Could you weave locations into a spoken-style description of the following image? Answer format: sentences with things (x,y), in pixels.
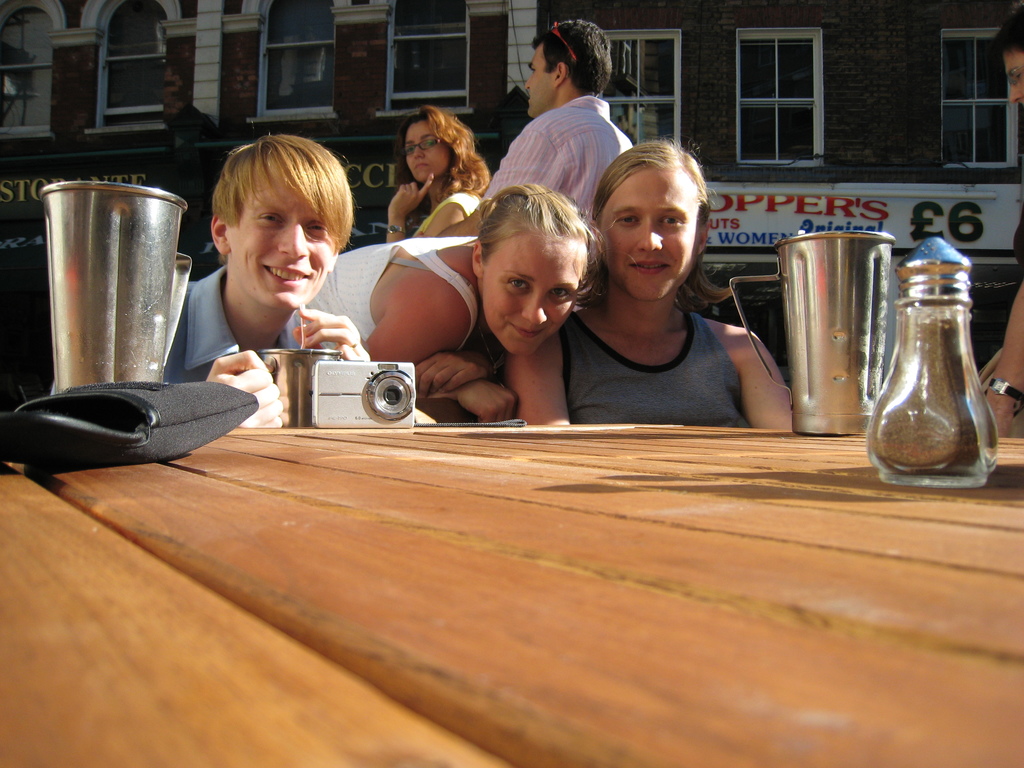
In this image, group of peoples (632,215) are seeing and smiling. We can see wooden table (447,597) at the bottom (432,603). Few items (961,429) are placed on it. The background (784,123), there is a banners (806,213) and building (692,93), windows (740,74).
